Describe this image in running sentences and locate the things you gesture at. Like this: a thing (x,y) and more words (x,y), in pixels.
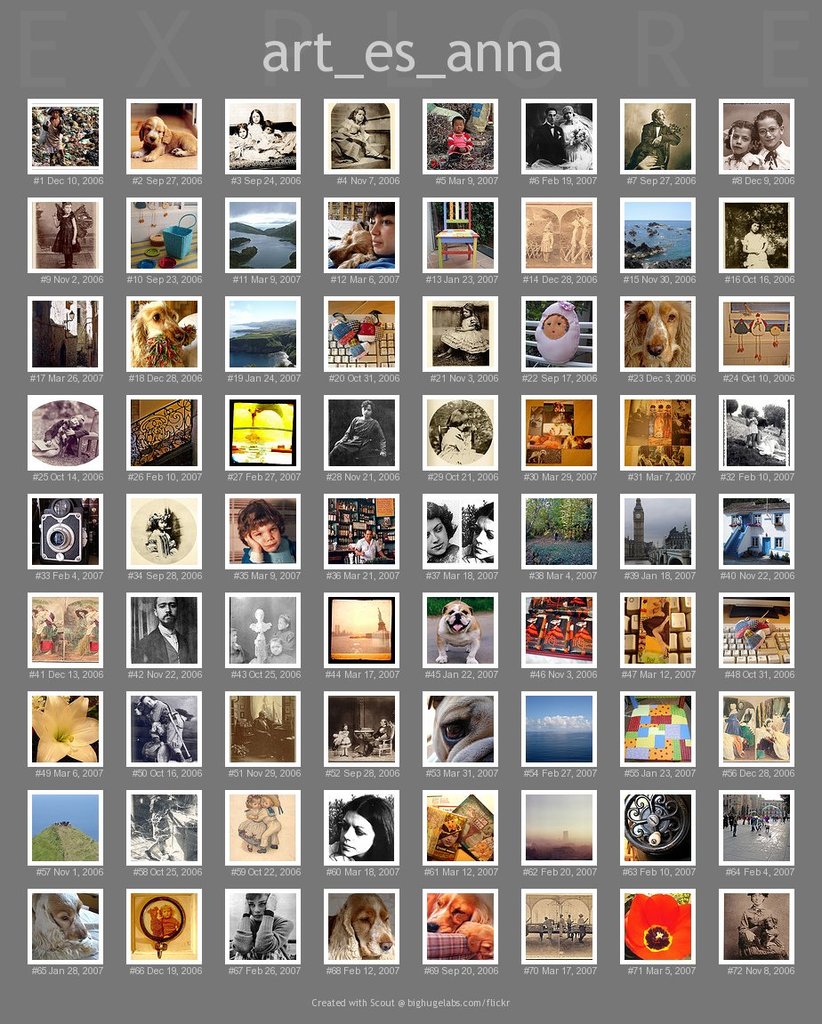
In this image I can see a collage photo in which there are group of people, animals (480,734), trees (488,444), water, the sky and so on are visible.
